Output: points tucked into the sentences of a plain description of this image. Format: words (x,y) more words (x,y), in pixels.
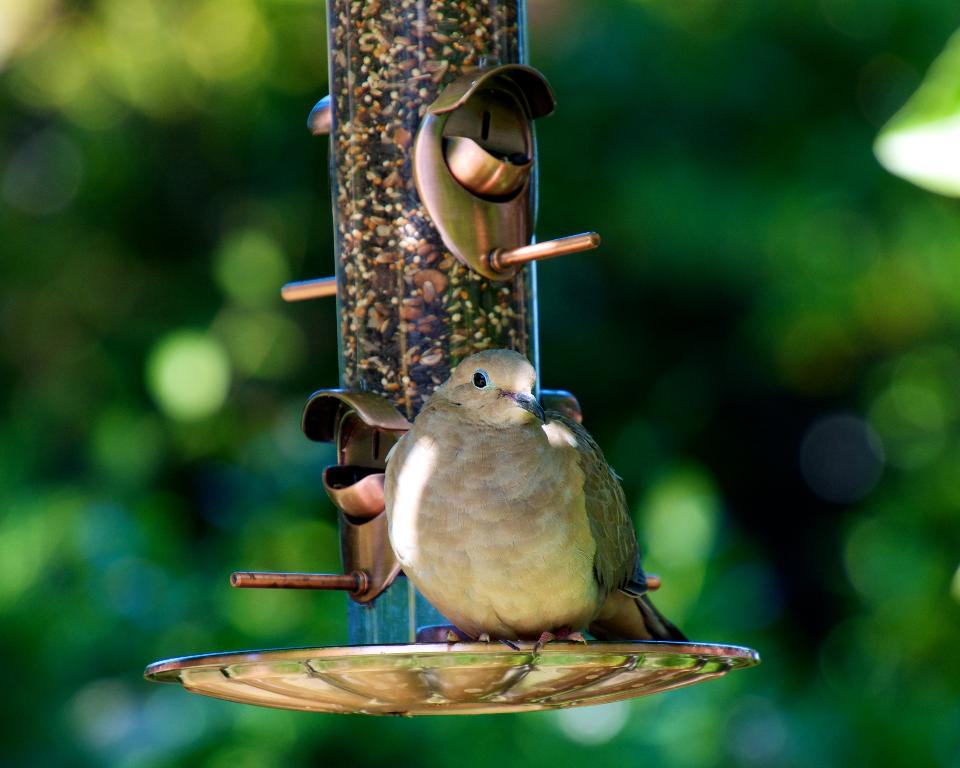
In this picture I can observe a bird (447,465). The bird (447,460) is in cream color. I can observe a pole (418,621) in the middle of the picture (380,339). The background (76,126) is completely blurred which is in green color.
